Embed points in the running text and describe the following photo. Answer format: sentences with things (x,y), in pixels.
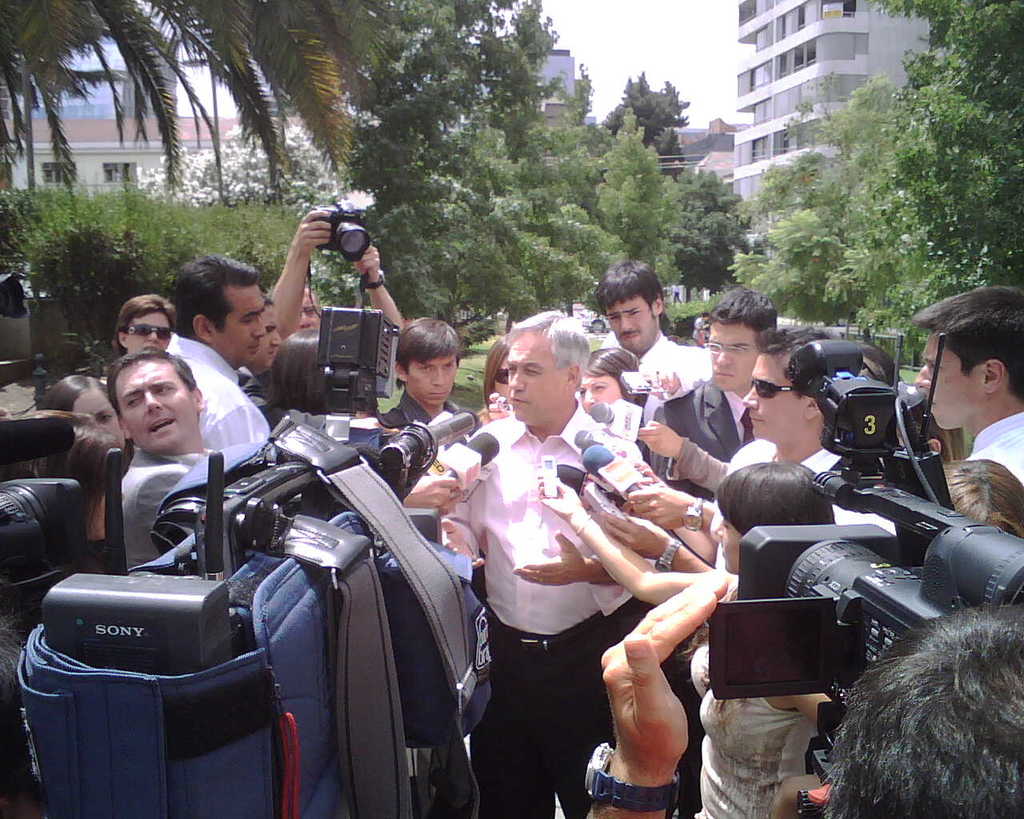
This picture consists of group of people (506,428), some of them holding cameras (882,410) and mike (434,473), in the middle (493,275) there are buildings (803,125), trees (57,162) and the sky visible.
